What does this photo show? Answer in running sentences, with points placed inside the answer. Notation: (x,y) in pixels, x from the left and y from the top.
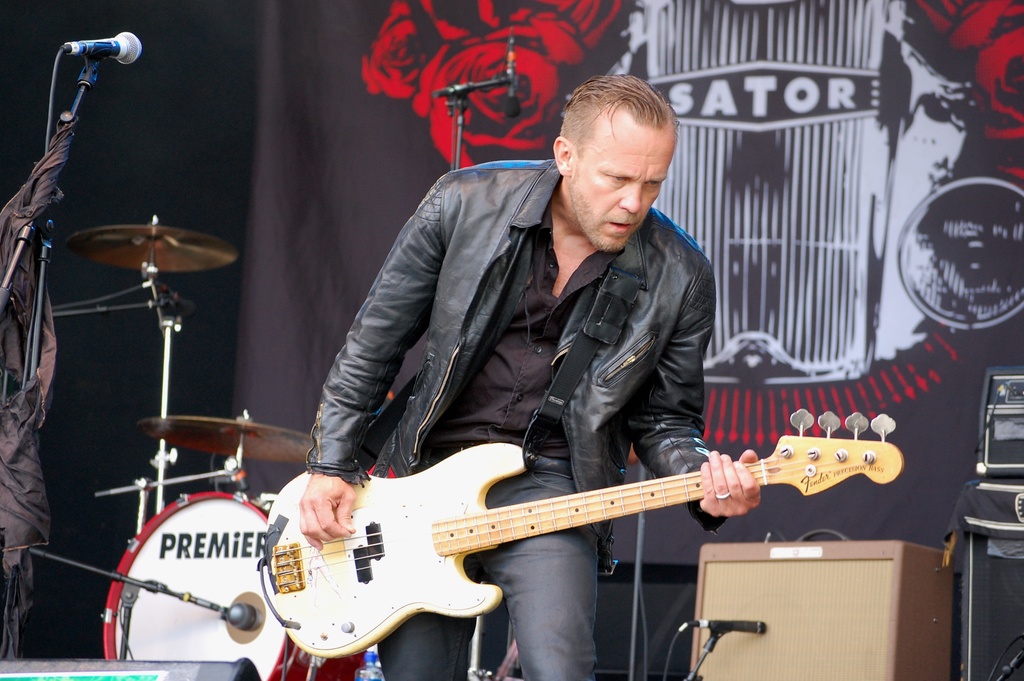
In this image I see a man (705,331) who is standing and holding a guitar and I see that he is wearing a jacket (676,331). I can also see there is a mic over here. In the background (218,504) I see a musical instrument (245,442), few equipment (984,668) and another mic (517,98) over here.
